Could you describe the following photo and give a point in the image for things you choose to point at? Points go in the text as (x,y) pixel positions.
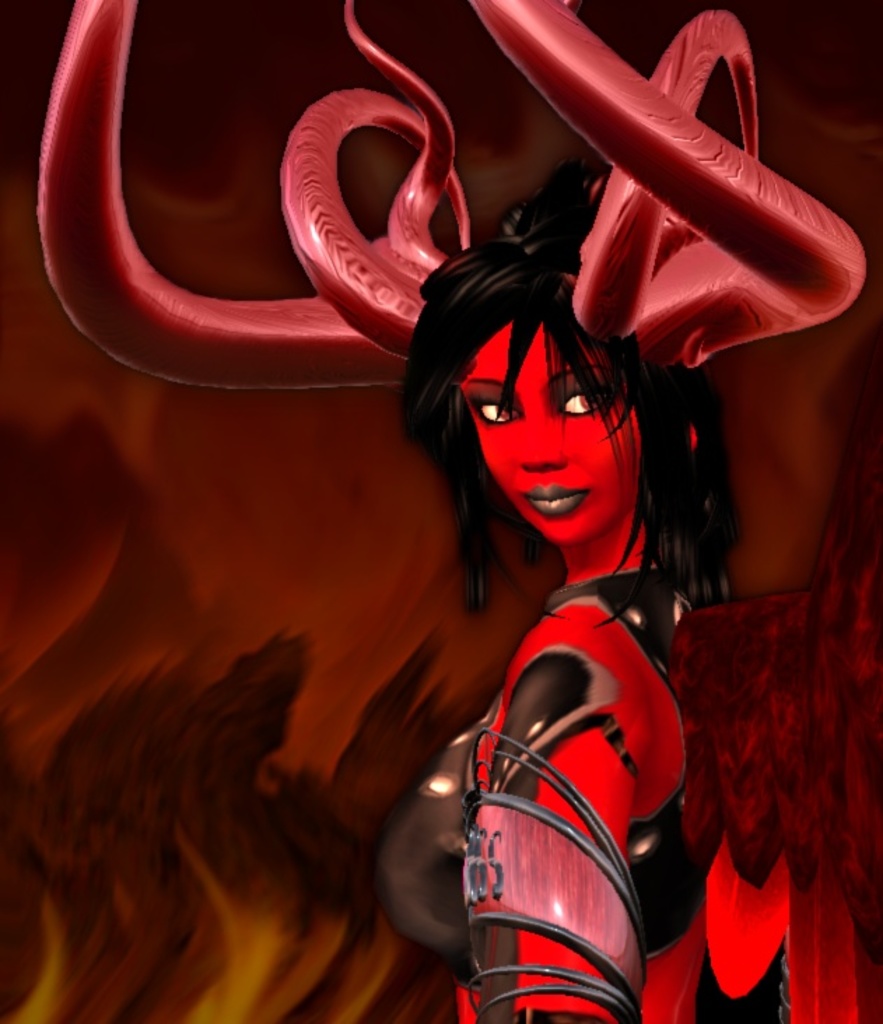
This is an animated image in which we can see a person (488,817) in red color is having horns (451,162) on the head (591,447). The background of the image (131,392) is in brown color.
